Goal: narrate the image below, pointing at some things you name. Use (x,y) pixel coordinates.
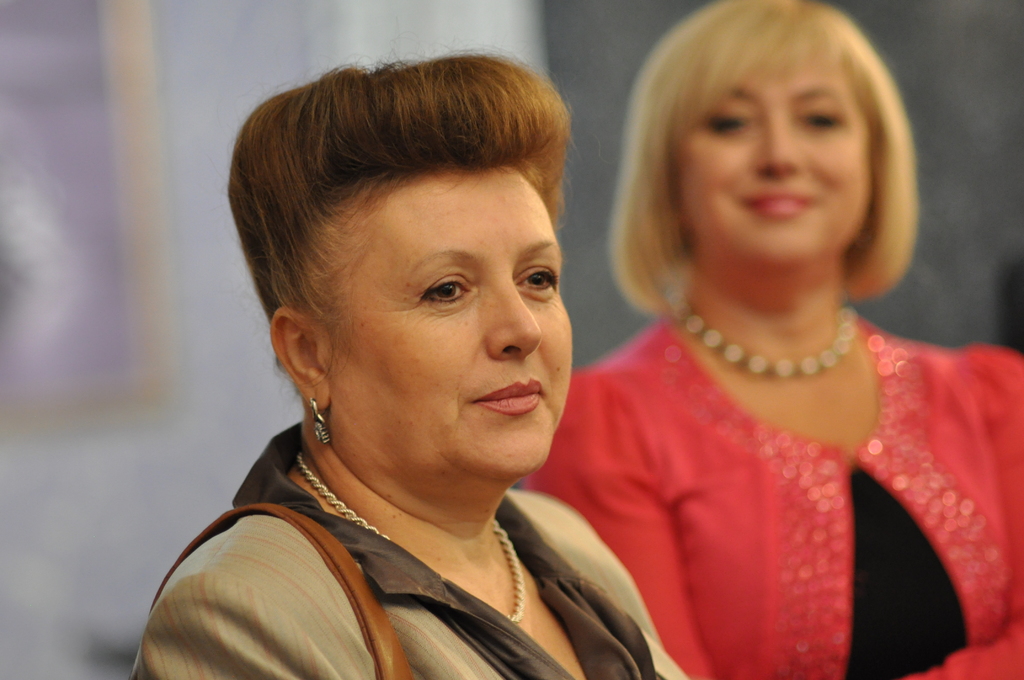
There are two ladies (580,520). Lady (391,366) on the left side (314,340) is wearing an earring (320,424). In the background (276,41) it is blurred.
